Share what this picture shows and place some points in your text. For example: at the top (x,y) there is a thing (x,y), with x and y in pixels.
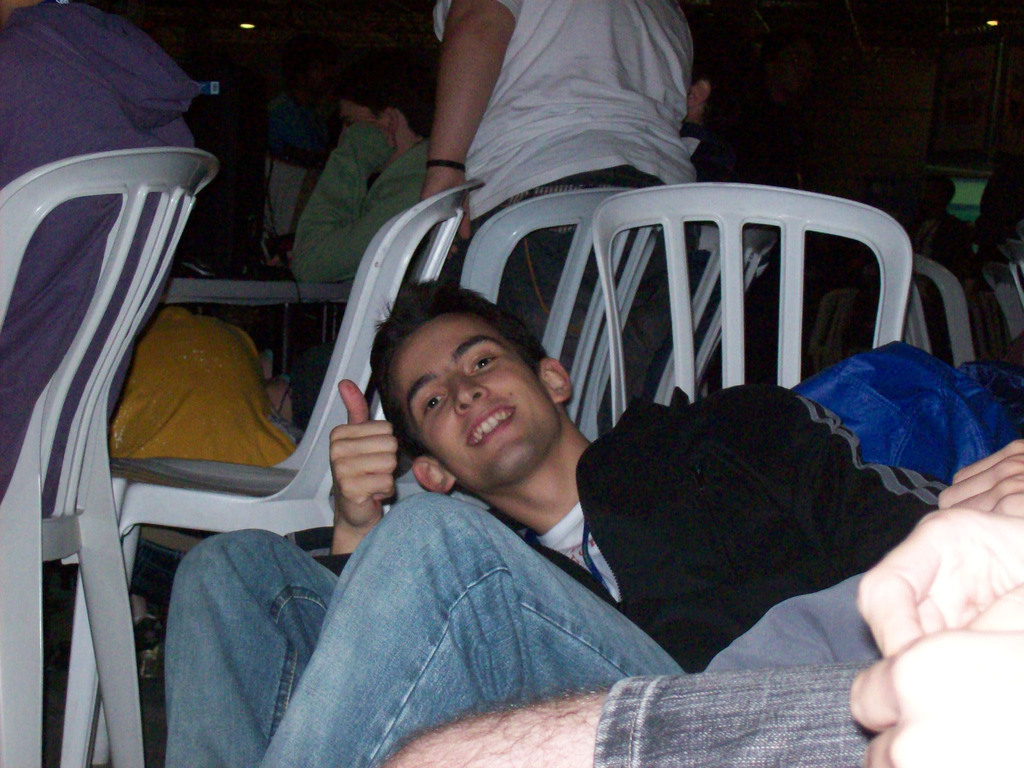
In this image we have a man (497,387) lying against the chair (202,490) and the back ground (225,428) we have group of people (242,422) standing and sitting in the chair (362,305) and here there is a person (954,736).
